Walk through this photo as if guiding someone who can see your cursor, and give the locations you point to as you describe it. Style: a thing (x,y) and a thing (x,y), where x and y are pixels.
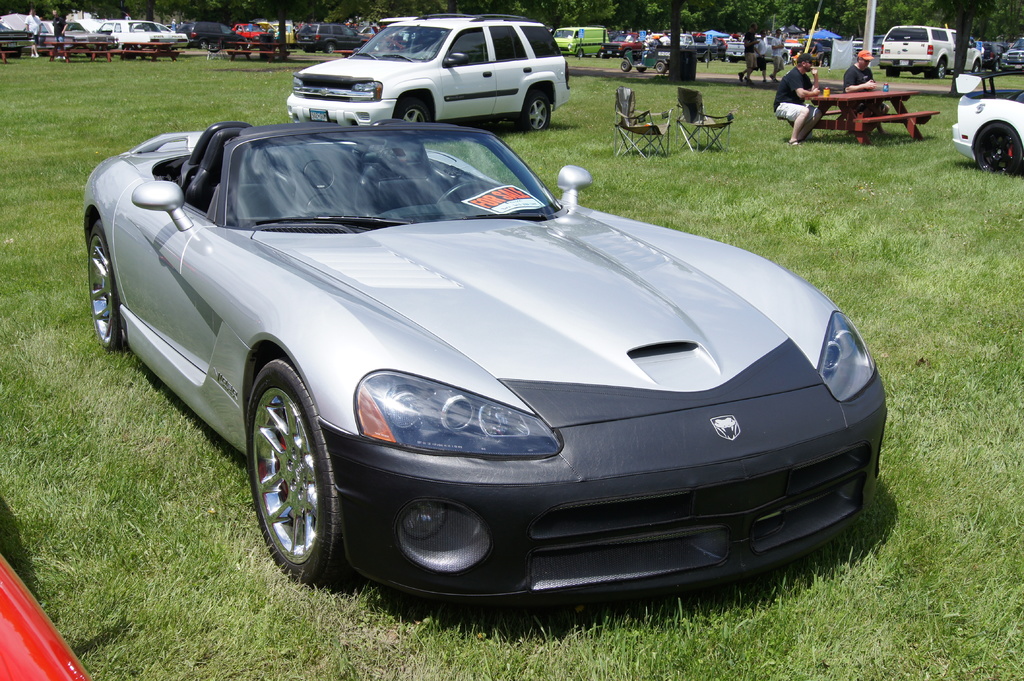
In this image we can see vehicles (945,38), grass (718,159), chairs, tables (273,51), people (792,113), and trees (879,27). Here we can see two persons (846,86) are sitting on a bench (909,113).
